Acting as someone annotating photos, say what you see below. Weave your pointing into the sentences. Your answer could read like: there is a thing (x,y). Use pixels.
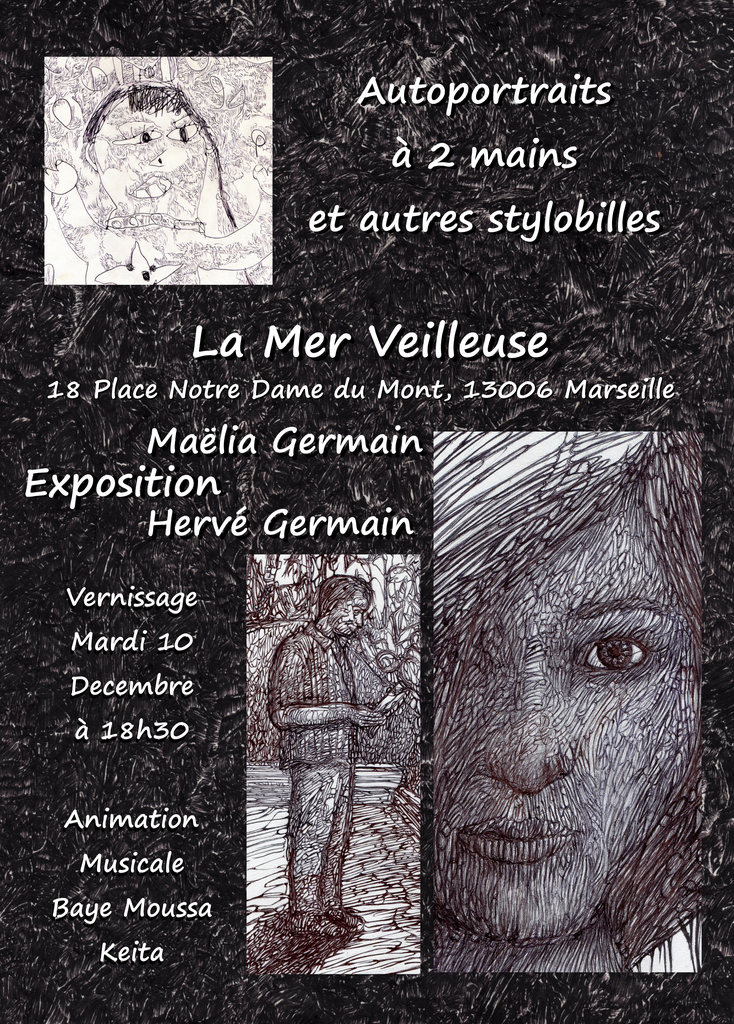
In this image there is an art (566,757) of few persons (455,763) and some text (192,684) are there. In the art (318,764) there is a person (284,684) standing and holding an object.
